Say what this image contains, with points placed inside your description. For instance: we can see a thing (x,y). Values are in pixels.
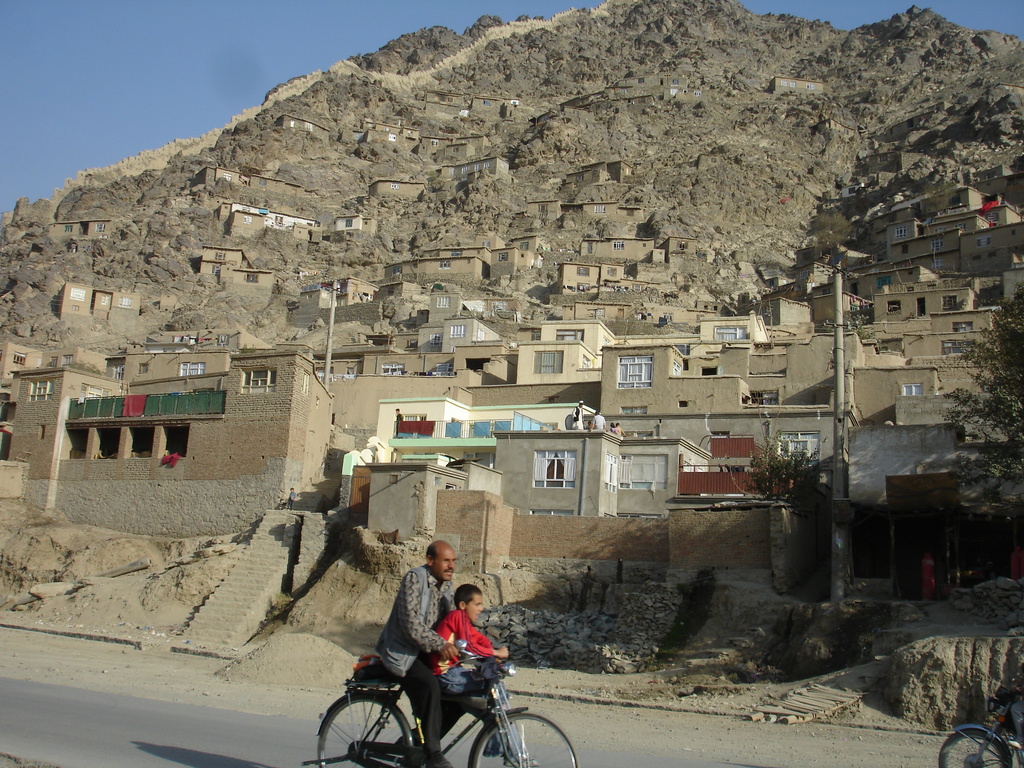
This might be a picture of a small town (819,351) on hillside (518,162). In the foreground of the picture (481,613) there is a road (612,767), on the road (467,744) a man (420,631) and a kid (450,671) on bicycle (385,761) are there. In the center of the picture (620,263) there are many houses (485,307). On the top (737,240) it is Hill (535,49). Sky (109,60) is visible, it is clear and sunny. On the right (1005,751) there is a motor vehicle (983,725).
